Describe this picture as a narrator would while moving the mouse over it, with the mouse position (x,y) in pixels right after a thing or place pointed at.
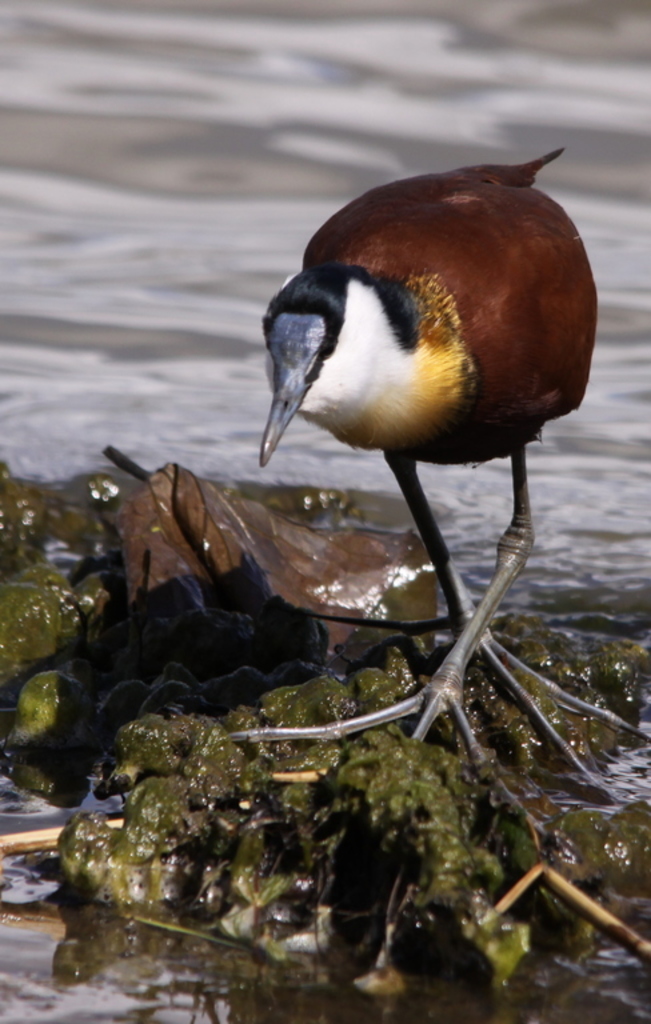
In this picture we can see a bird (458,271) is standing, there is something present at the bottom (543,796), in the background (277,88) we can see water (345,100).
